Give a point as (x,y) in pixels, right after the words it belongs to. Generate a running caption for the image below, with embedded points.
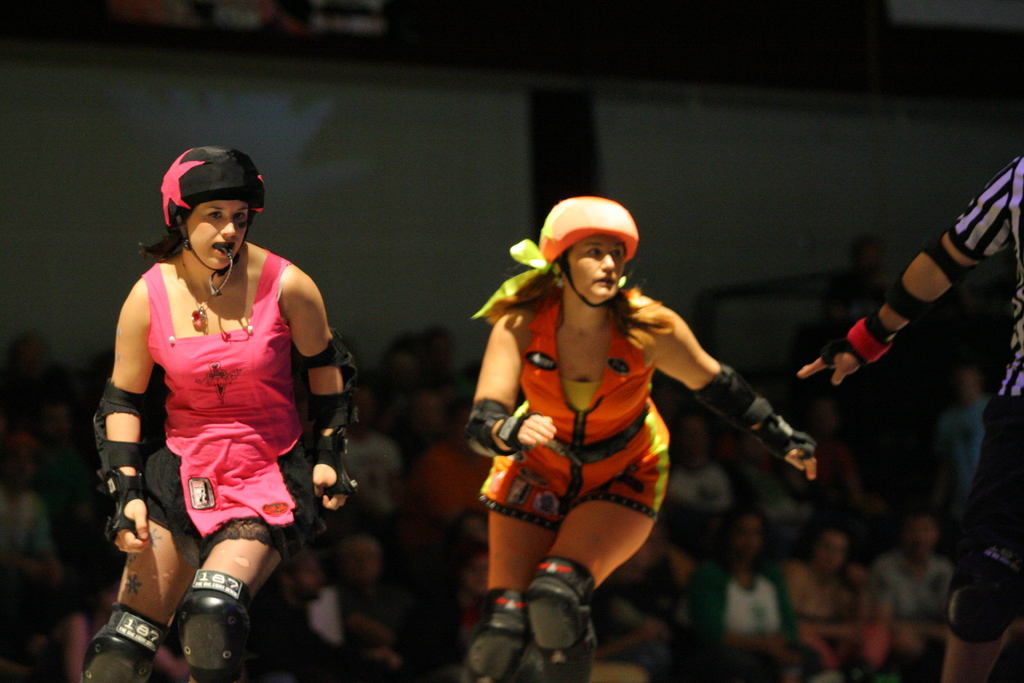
In this image we can see persons (186,545). In the background of the image (415,514) there are persons (53,552), wall (535,234) and other objects (575,160). On the right side of the image (894,320) it looks like a person (973,229).
